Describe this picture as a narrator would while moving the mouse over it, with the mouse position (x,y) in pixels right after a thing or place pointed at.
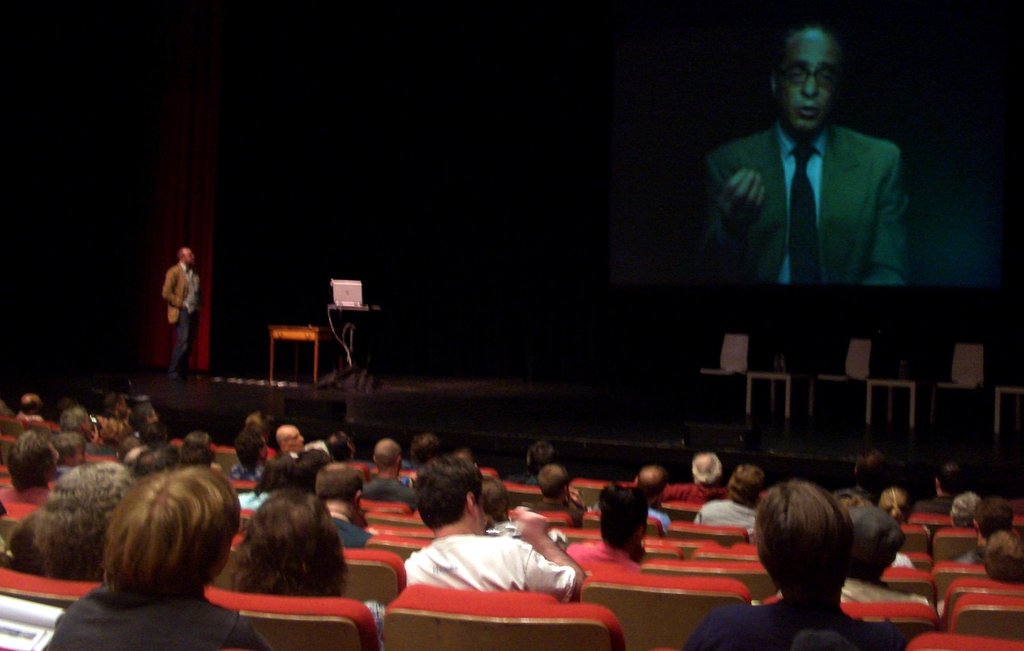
In this picture we can see few people (894,538) are sitting on the chair (301,644). We can see a person (187,301) standing. There is a screen (849,242). We can see few chairs (959,365) and tables (996,414) on the right side (1008,388). A laptop (345,291) is visible on the table (361,307).
